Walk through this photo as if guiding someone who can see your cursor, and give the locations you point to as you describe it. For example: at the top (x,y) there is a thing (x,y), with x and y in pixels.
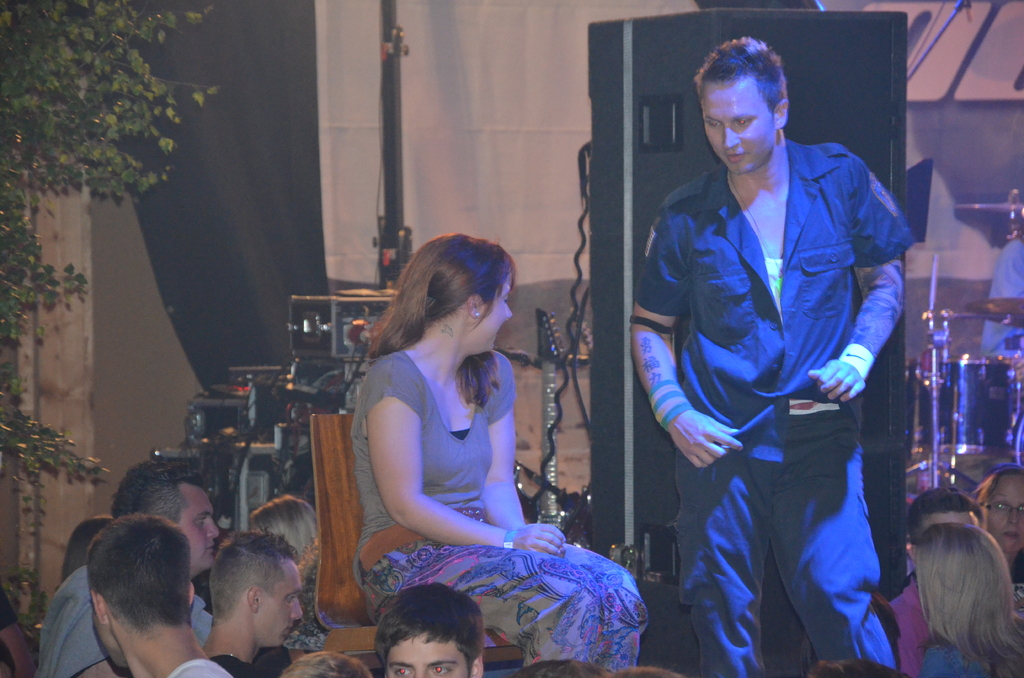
In this image we can see a man (772,353) is standing. He is wearing a shirt (694,269) and pant (827,603). Beside him, one girl (465,432) is sitting on the chair (346,465). At the bottom of the image (430,592), we can see men (245,627) and women (1001,541). In the background (328,324), we can see electronic devices (327,367), wires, pole (393,170), drums (1002,381) and one black color object (899,382). There is a plant (35,86) and curtain (236,226) on the left side of the image (197,256).
